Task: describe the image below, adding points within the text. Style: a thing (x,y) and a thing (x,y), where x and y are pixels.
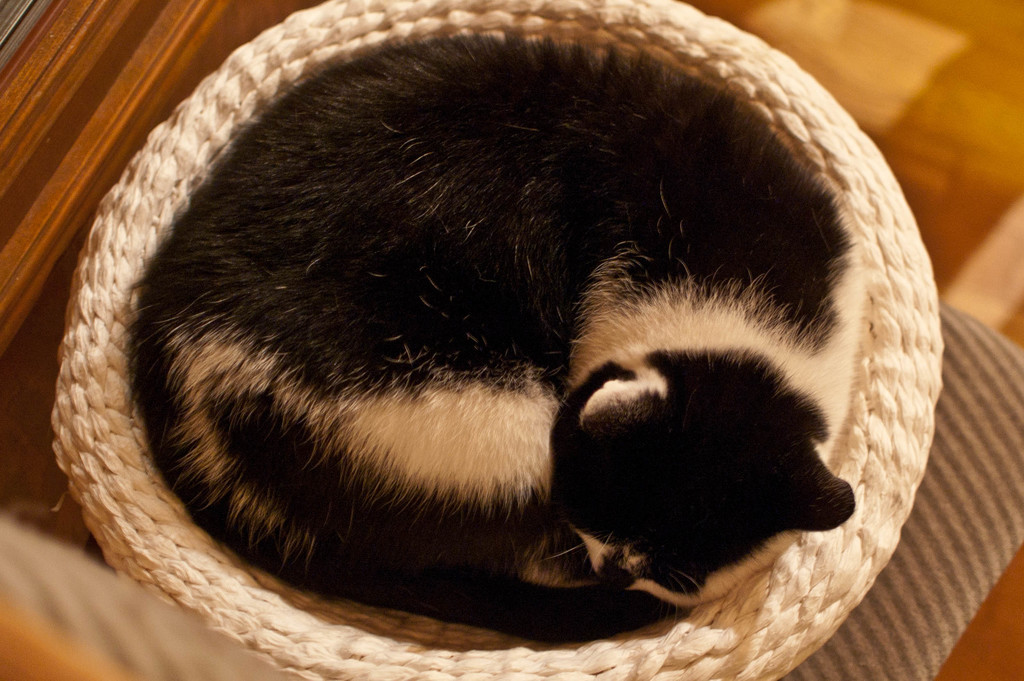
In this image I can see an animal (167,268) visible on basket (238,91) and basket (153,130) is kept on seat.
